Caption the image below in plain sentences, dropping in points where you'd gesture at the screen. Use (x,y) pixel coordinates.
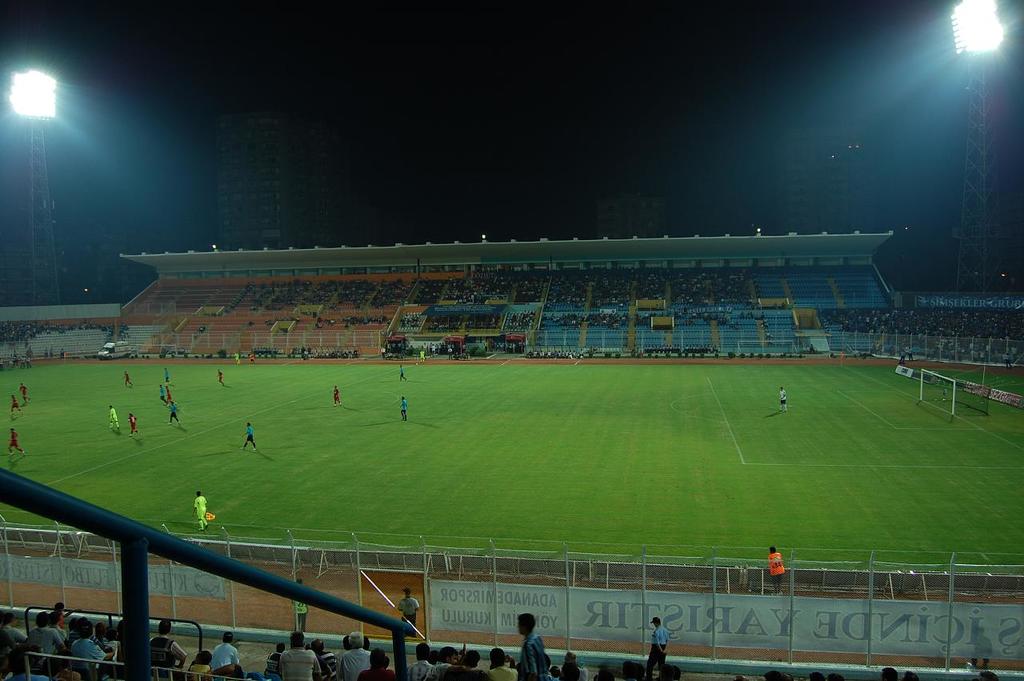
In this picture I can observe football ground (503,426) in the middle of the picture (574,432). In the background (477,276) I can observe stadium (344,309). On either sides of the picture I can observe flood lights (970,19).
